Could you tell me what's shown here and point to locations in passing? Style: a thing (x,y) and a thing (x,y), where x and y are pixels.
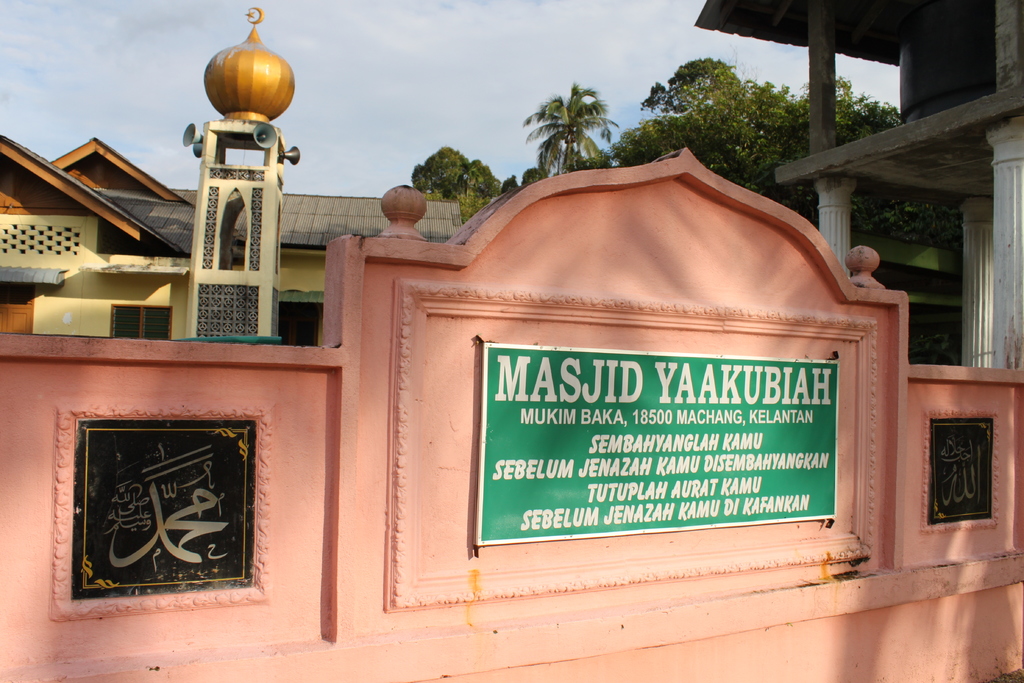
In the center of the image (471,257) there is a mosque (755,269). There is a nameplate (499,520) with some text (691,472) on it. In the background of the image (544,126) there is sky (467,138), trees (685,132) and buildings (354,210).
